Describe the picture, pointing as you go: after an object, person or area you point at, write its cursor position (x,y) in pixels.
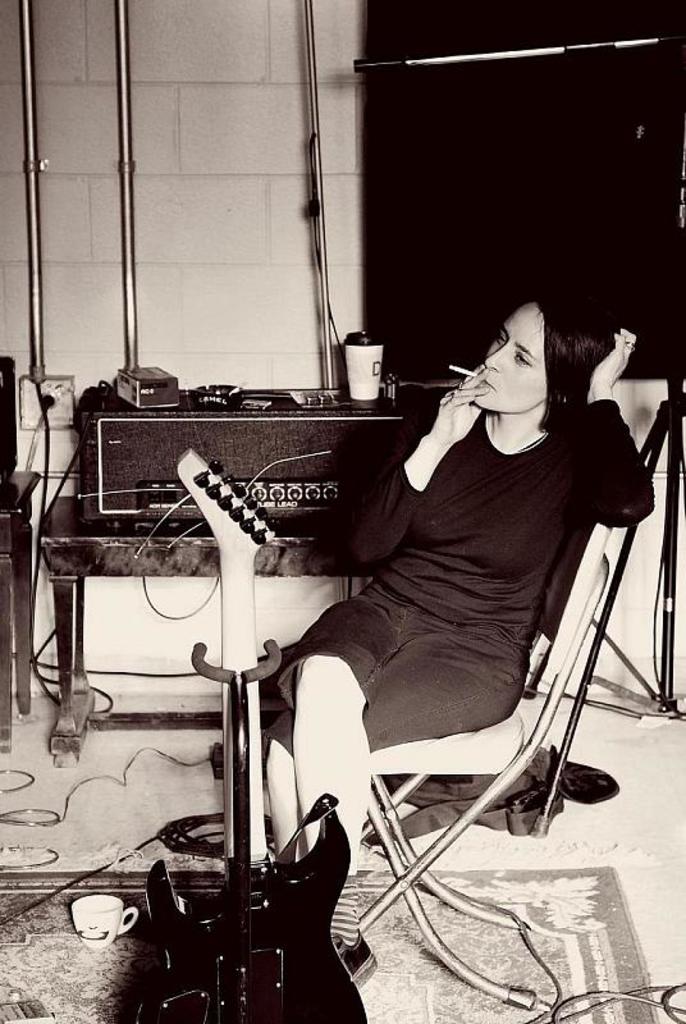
In this picture I can observe a woman (452,562) sitting on the chair (399,753). In front of her I can observe a guitar (288,878). Behind her I can observe a table (278,541). In the background (218,170) there is a wall (226,206). This is a black and white image.
